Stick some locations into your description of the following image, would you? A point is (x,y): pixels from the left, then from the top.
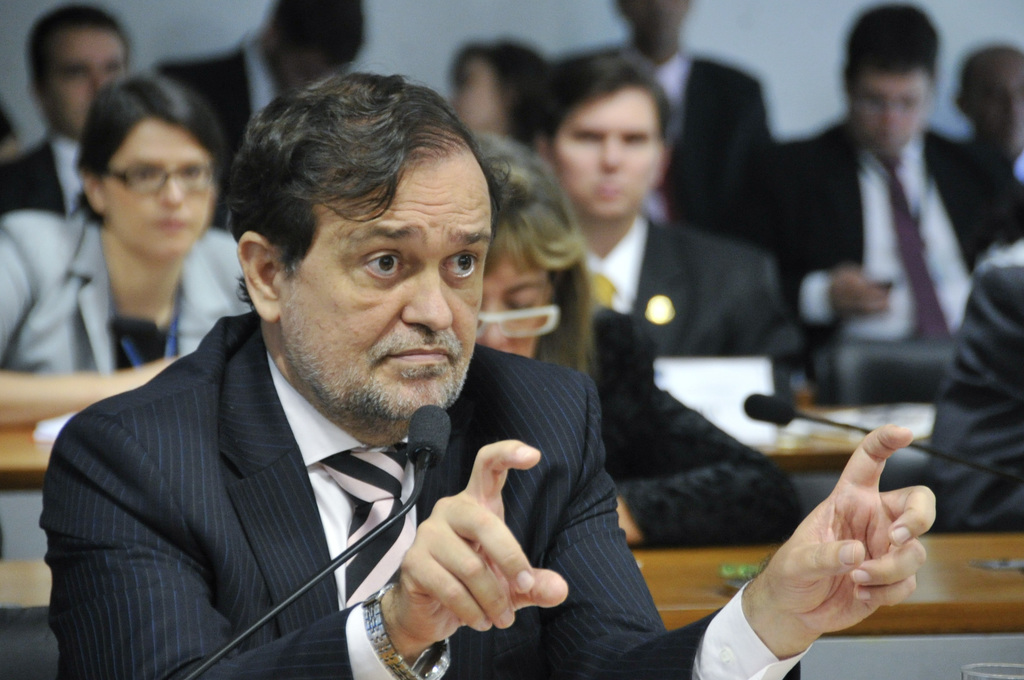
In this picture we can see a group of people (402,365), here we can see mics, tables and some objects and we can see a wall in the background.
